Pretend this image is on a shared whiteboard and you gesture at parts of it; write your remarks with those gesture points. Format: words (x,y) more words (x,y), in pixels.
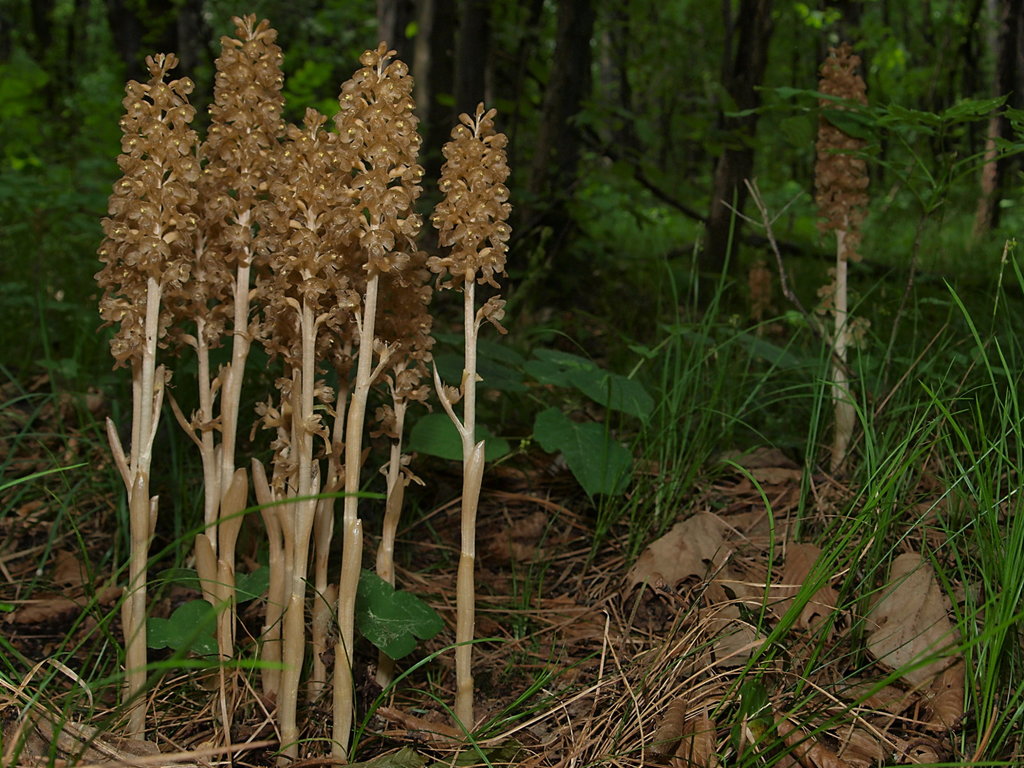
In this picture we can see avis plant (198,236). In the background (559,186) we can see trees (641,40), plants (692,163) and grass (790,624). At the bottom (800,653) we can see dry leaves (733,663).
